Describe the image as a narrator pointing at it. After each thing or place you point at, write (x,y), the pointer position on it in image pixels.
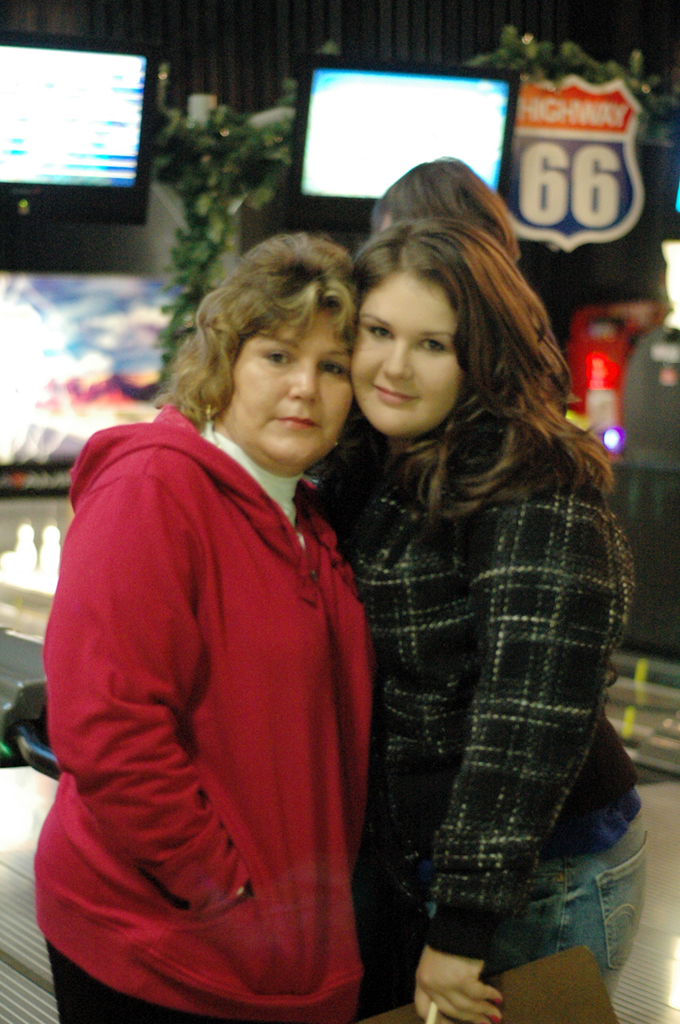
In the image we can see there are two women (357,677) standing, they are wearing clothes (403,747), the right side woman (475,652) is holding an object (510,989) in her hand (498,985). Behind them there is another person (415,209), this is a screen (56,126), plant (195,125) and other objects (609,358).
